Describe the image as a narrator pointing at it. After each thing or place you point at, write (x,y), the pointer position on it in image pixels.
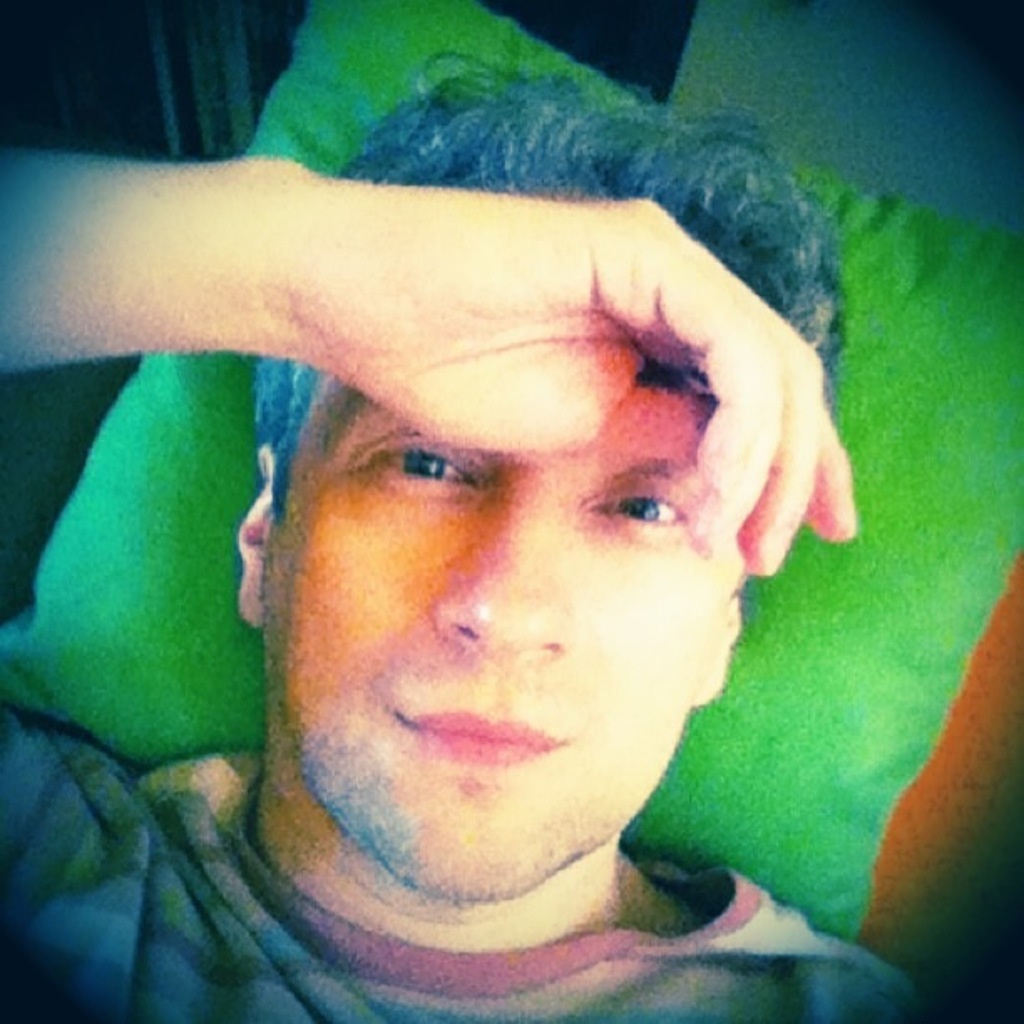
In this picture there is a man (499,615) who is wearing t-shirt (527,1003) and lying on the bed (984,643). Behind him I can see the green color pillow (860,685). In the top right corner (949,88) it might be the wall (903,104).
